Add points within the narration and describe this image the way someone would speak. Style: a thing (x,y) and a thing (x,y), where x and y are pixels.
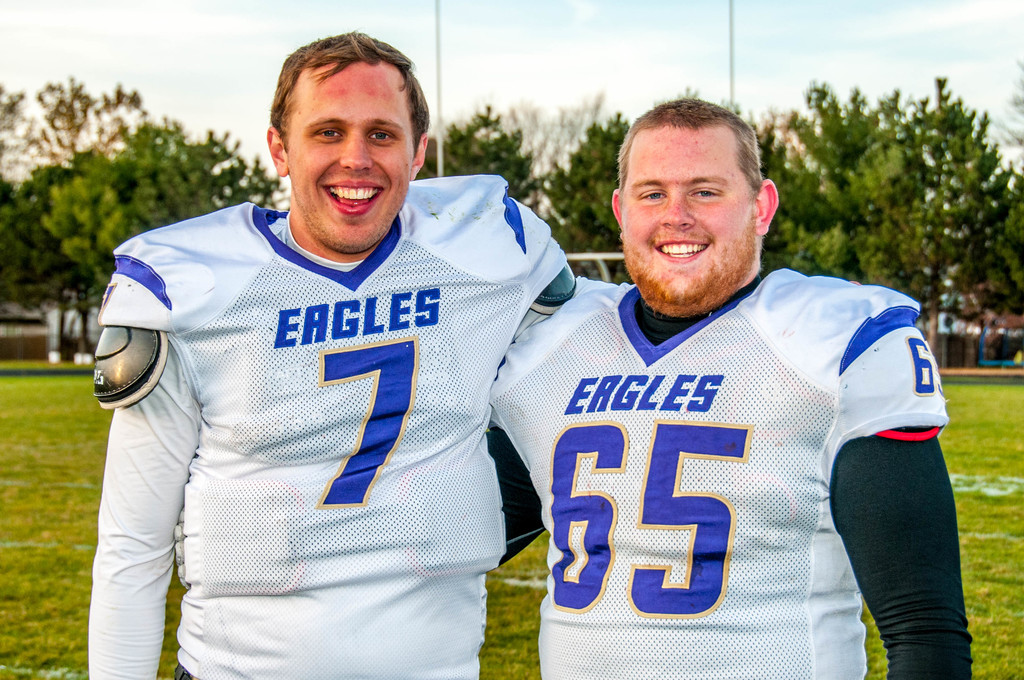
In this picture I can see couple of men (321,436) standing with smile on their faces (628,262) and we see trees (525,189) and couple of poles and I can see grass (985,505) on the ground (33,494) and a blue cloudy Sky (789,80).
